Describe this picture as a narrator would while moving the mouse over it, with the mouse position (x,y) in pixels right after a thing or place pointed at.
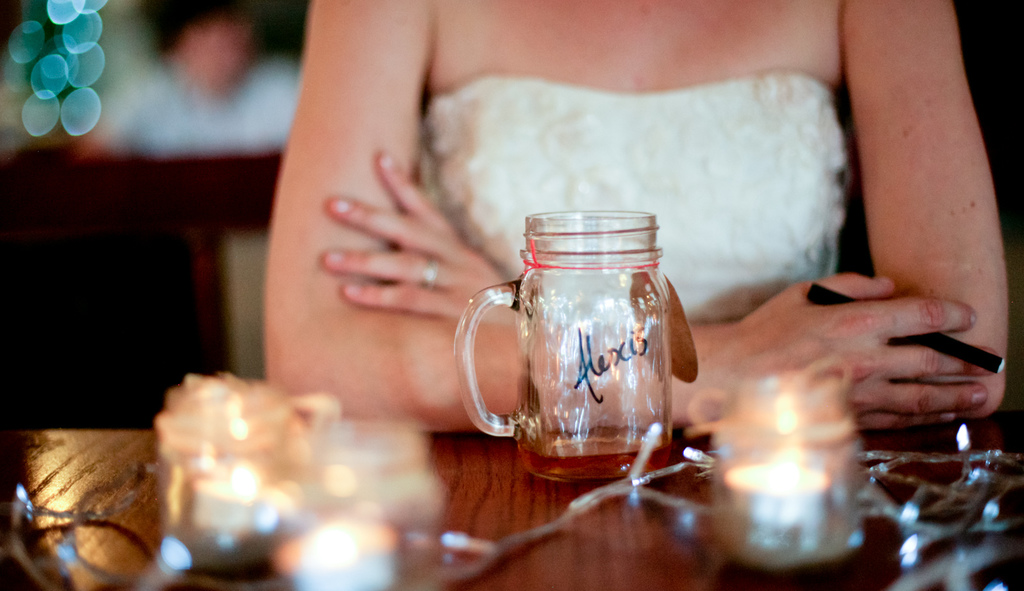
In this picture there is a woman (809,136) who is in white dress (786,191), In front of the woman (591,153) there is a table (602,548) on the table (616,537) there is a glass jar (601,393), candles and woman (897,313) is holding something (963,351) which is in black color. Background of the woman (488,199) is blur.
